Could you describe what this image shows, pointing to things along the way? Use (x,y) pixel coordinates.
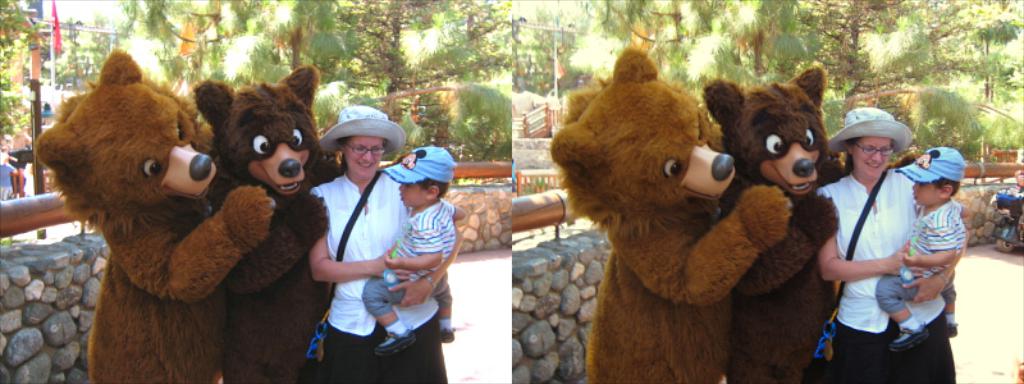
In this image we can see a collage picture. In the picture there is a woman (379,272) standing on the floor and holding a child (419,251). Beside her there are two persons (231,207) wearing a costume (267,235). In the background (201,66) we can see walls (491,187), flags (58,49), poles (36,81) and trees (339,29).
